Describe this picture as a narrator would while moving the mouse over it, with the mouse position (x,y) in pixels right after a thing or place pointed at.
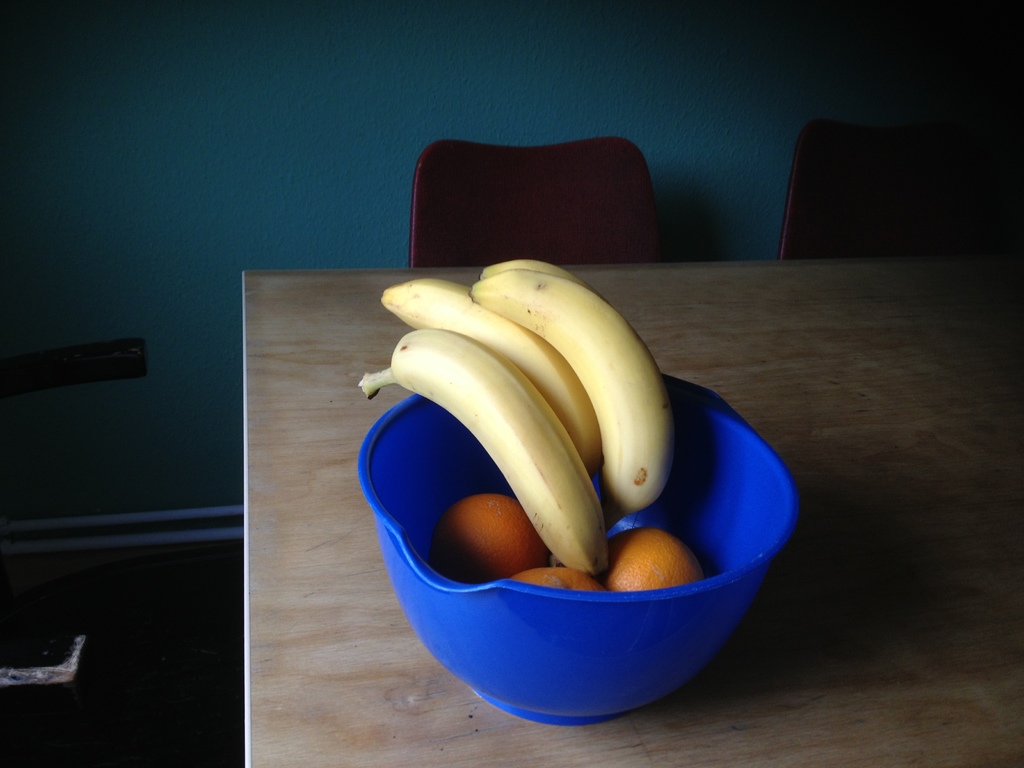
In the center of the image (488,370) we can see bananas (573,339) oranges (461,511) in bowl (426,619) placed on the table (878,484). In the background (850,184) we can see chairs (839,190) and wall (81,136).
